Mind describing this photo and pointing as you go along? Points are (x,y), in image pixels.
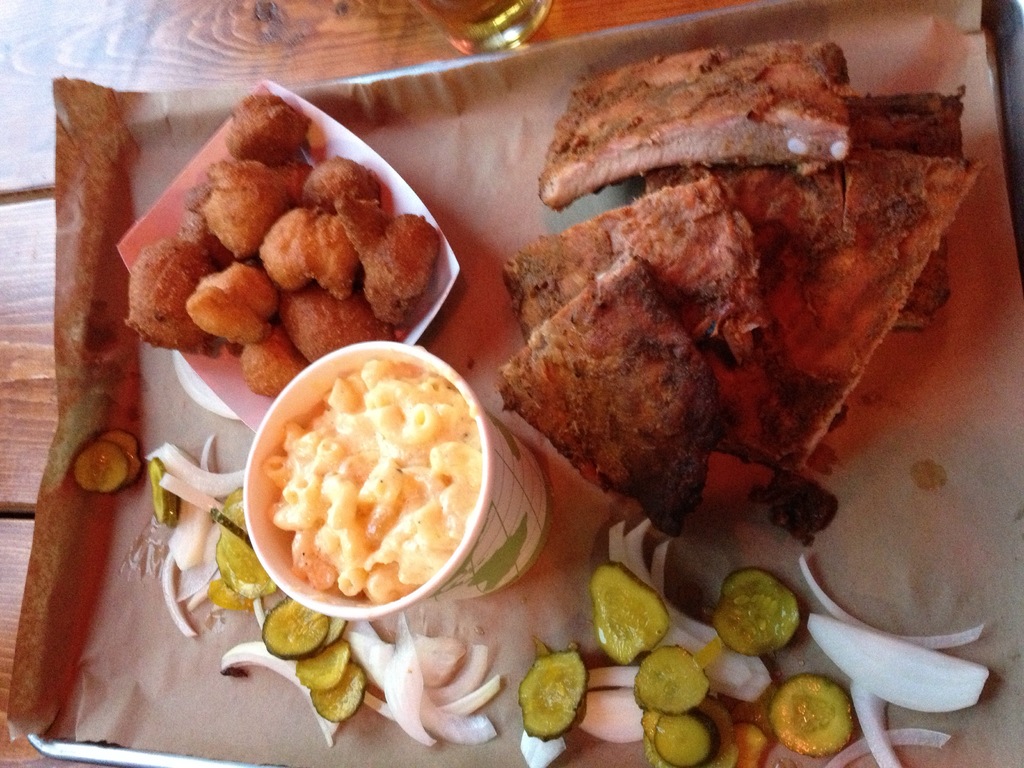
In this image, we can see a plate (429,63) on the table (30,316) contains some food (235,339).
